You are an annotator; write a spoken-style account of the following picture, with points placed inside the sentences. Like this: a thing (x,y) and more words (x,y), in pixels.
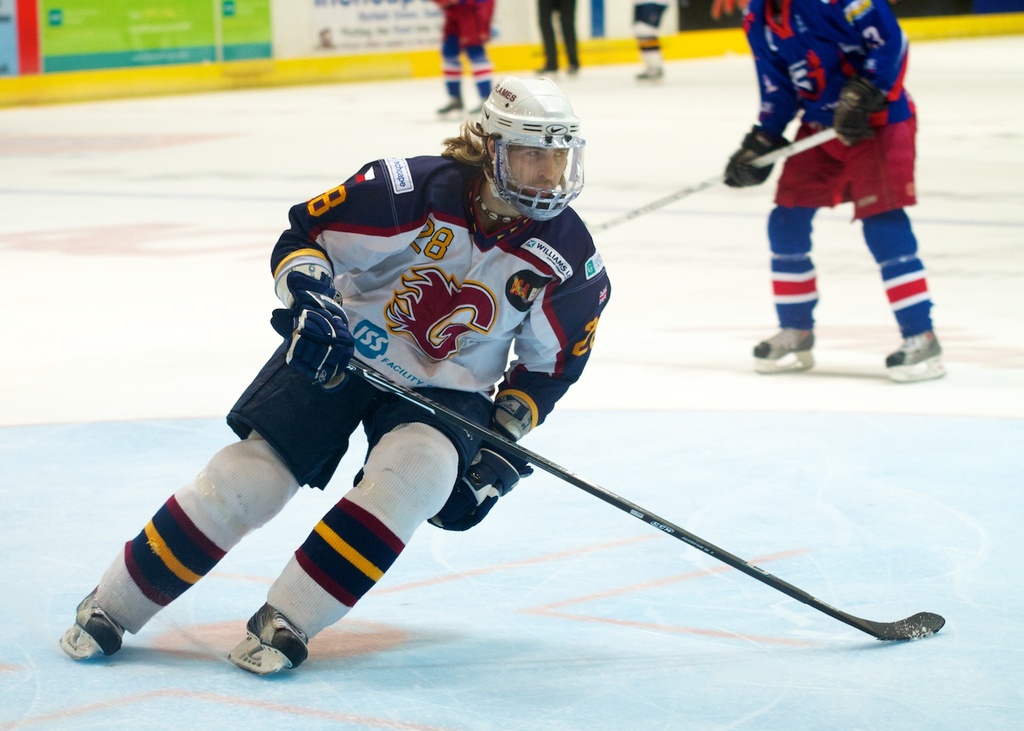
In this image I can see there are two persons (418,334) wearing colorful dresses (460,295), holding sticks (378,386) and at the top (656,29) I can see person's legs (643,27).
